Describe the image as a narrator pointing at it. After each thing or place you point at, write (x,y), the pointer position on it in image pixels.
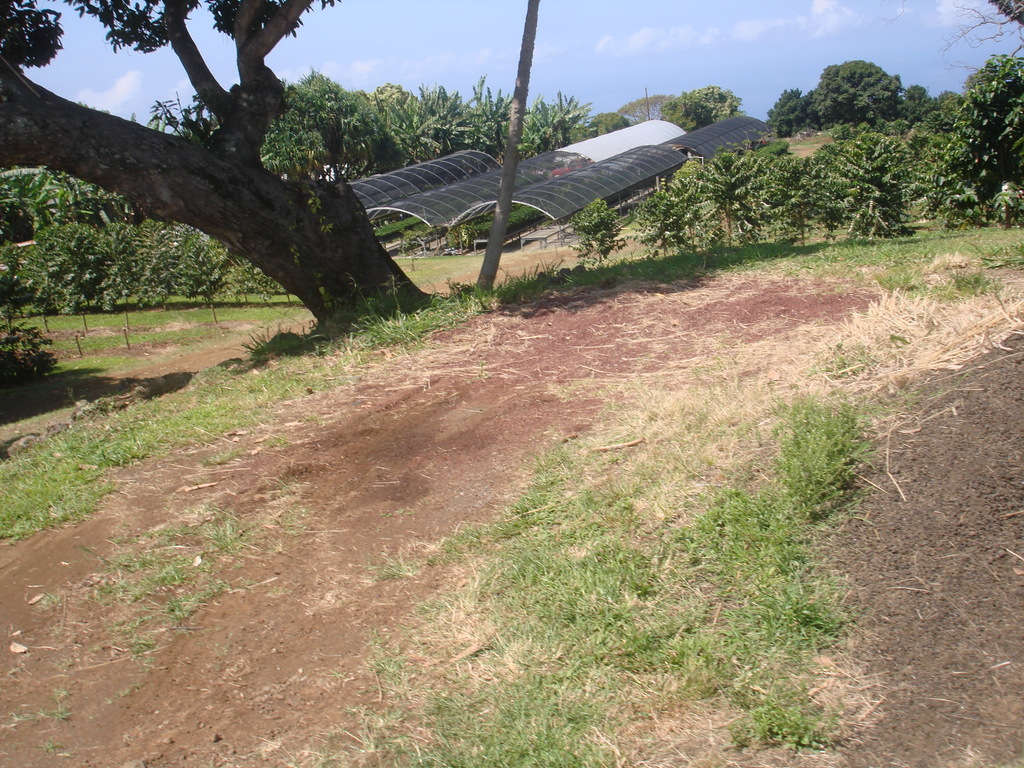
In this image, we can see the tree (285,266), pole (492,267), walkway (88,705) and grass (273,394). In the background (16,363), there are trees (1021,147), plants (20,344), grass (74,347), poles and shelters (477,204). Top of the image (593,50), there is the sky (505,55).
